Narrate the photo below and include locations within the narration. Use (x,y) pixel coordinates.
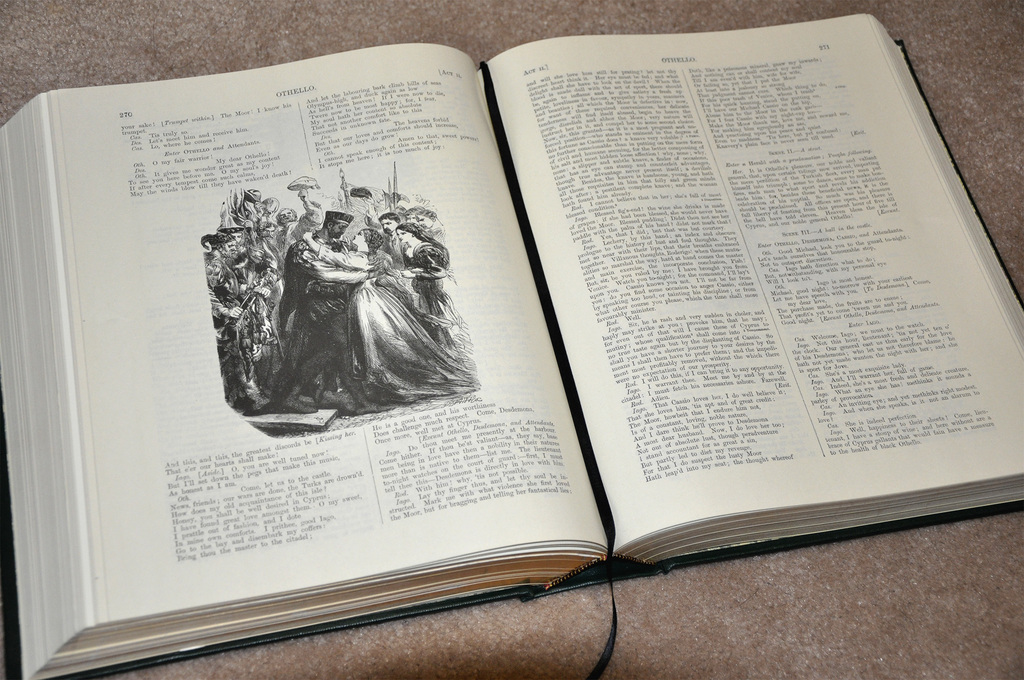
Here in this picture we can see a book (796,99) present over a place (977,139), which is opened and we can also see some text (171,189) and picture (220,218) printed on the papers (223,353).
